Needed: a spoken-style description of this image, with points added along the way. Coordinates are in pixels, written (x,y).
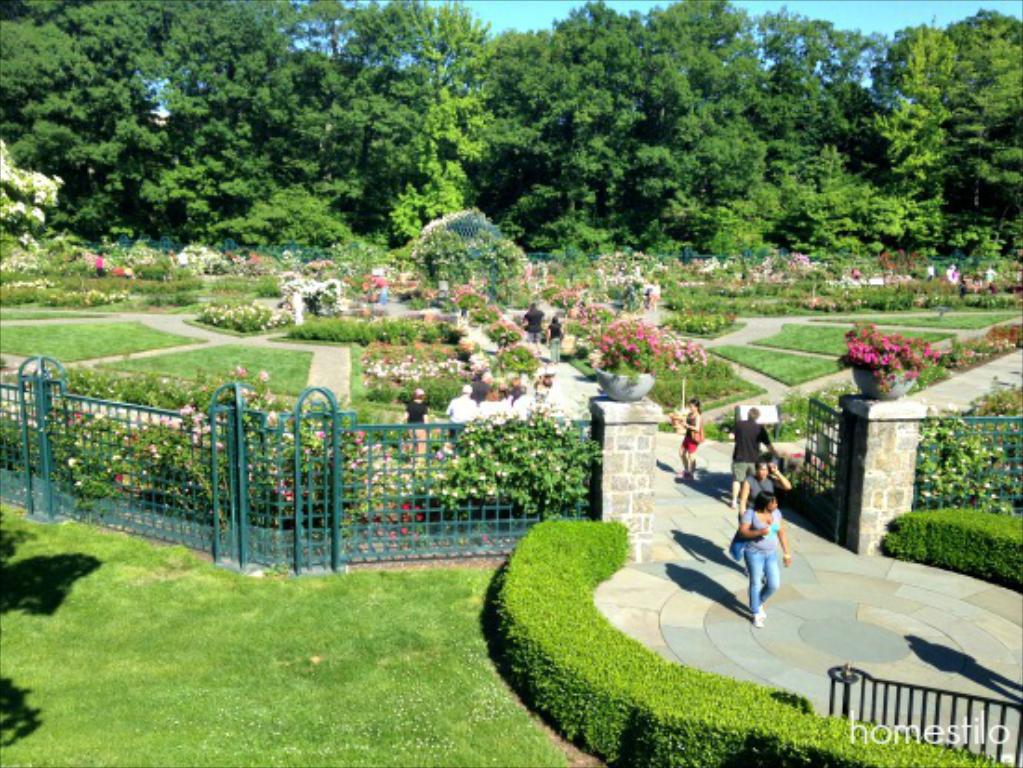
This picture is clicked outside. On the right (757,538) we can see the group of people (550,321). In the foreground (354,710) we can see the green grass (469,708), plants (525,508), flowers (283,454), metal rods (1000,738), potted plants (640,349) and some other items (488,244). In the background (896,13) we can see the sky (894,13), trees (837,151) and some other objects (436,238). In the bottom right corner (989,734) we can see the watermark (932,729) on the image.
